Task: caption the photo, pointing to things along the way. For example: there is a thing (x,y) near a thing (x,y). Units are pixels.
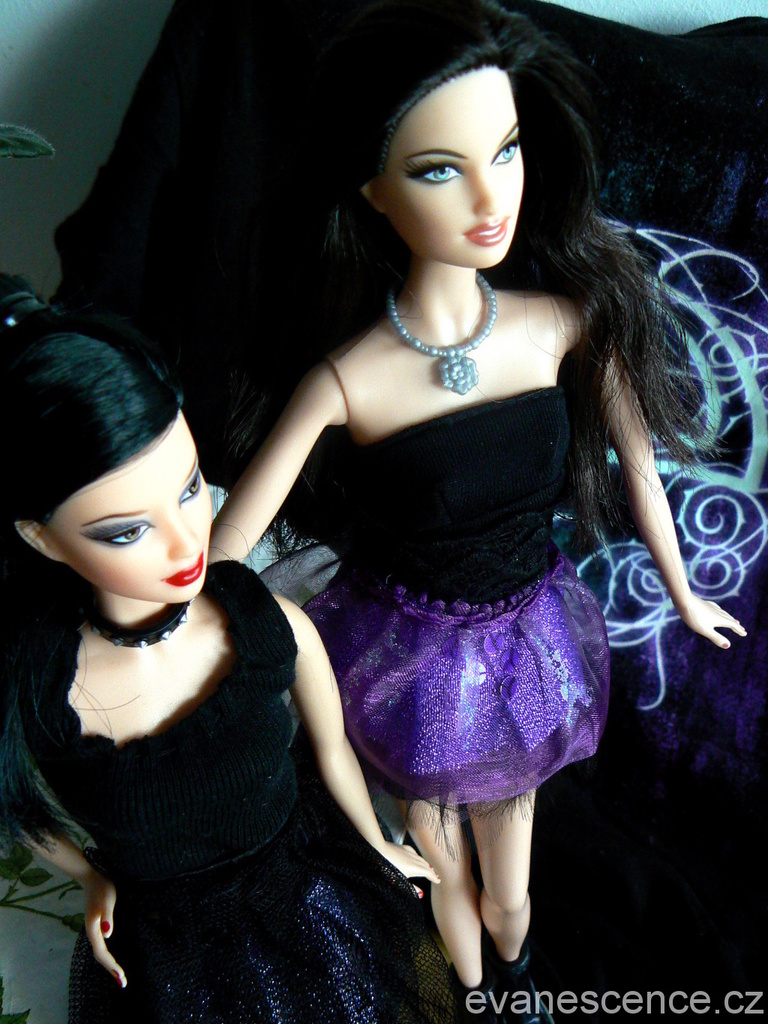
In this image, we can see two dolls (474,744). Background (80,38) we can see a cloth (610,867) and wall (98,35). Right side (751,997) bottom of the image (636,1003), we can see a watermark (573,1002).
